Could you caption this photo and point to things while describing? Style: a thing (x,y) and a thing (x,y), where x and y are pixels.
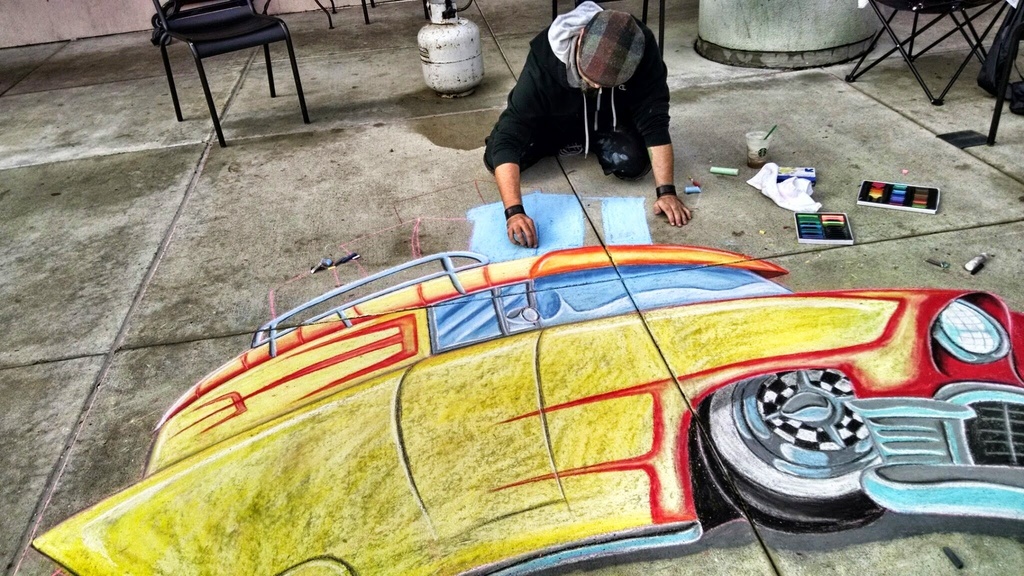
In this picture a person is drawing a car (191,494), on the floor (766,241) with the help of painting items (901,206) and there are couple of chairs (197,55) here.
